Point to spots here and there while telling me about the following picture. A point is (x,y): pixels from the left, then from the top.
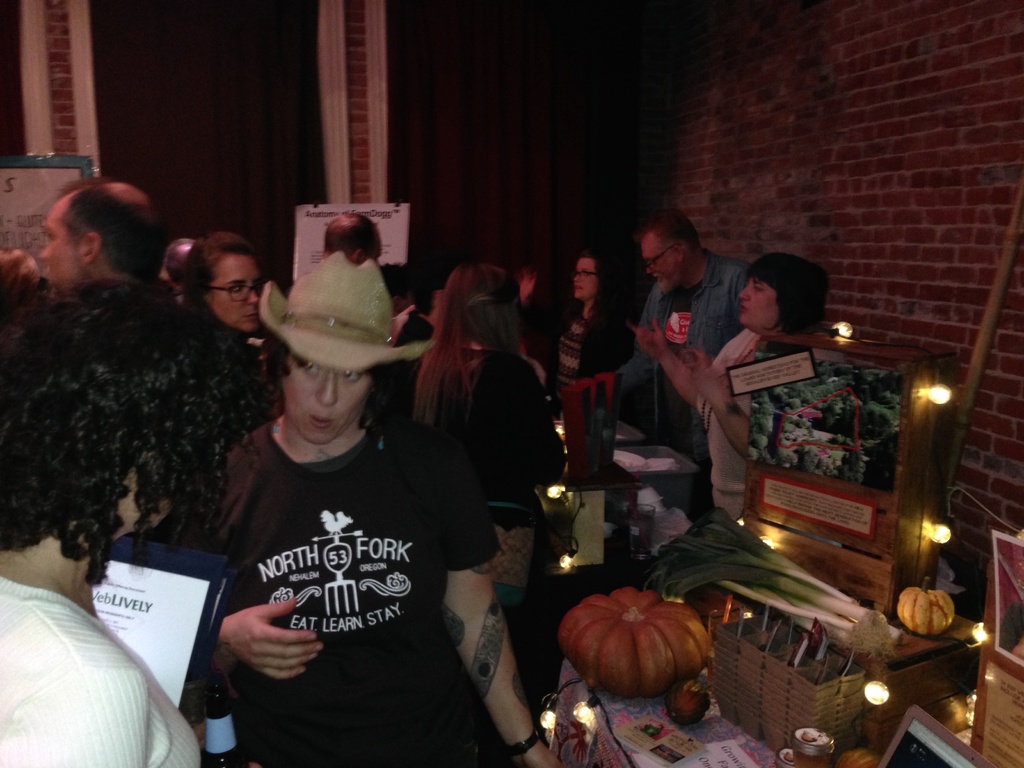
In the image I can see some people (537,437), among them a person (331,760) is wearing the cap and also I can see a table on which there is a pumpkin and some other things (853,581).
